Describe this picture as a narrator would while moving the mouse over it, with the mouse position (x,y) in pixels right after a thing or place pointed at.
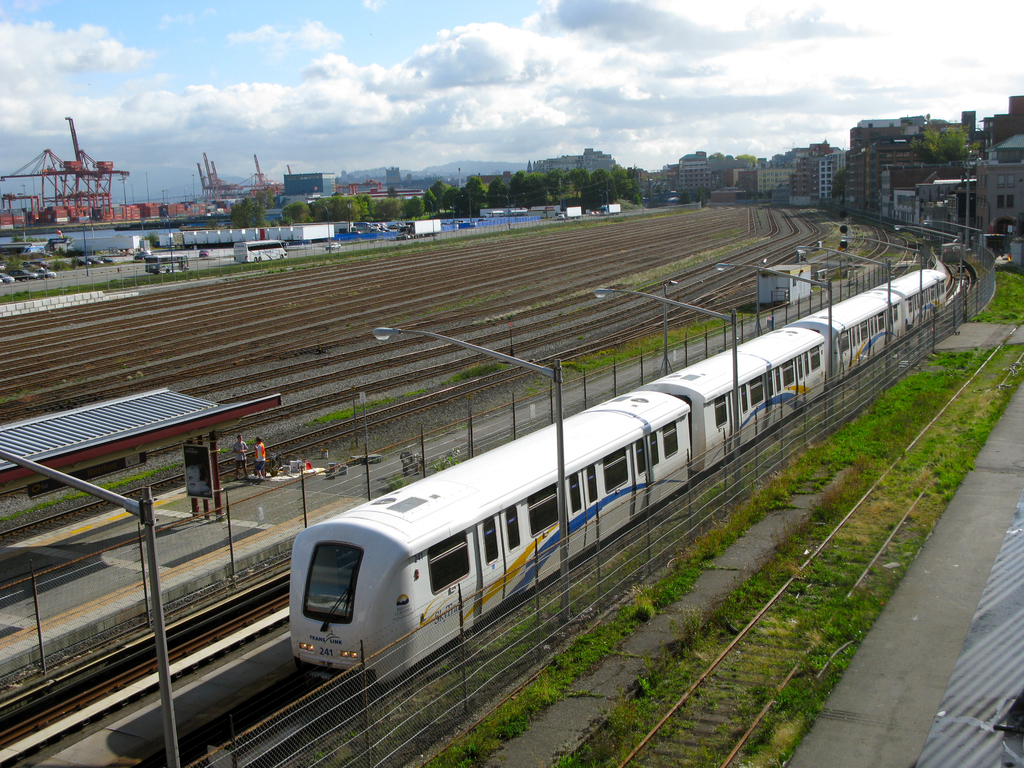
It is railway station (697,284) and a train (483,482) is moving on the track (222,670), there is a platform (81,561) beside the first track (270,605) and on the right side (1011,348) there is an empty railway track (970,378) and there is a lot of grass (873,610) grows around that track (729,682), in the background (908,177) there are plenty of houses (730,157), apartment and buildings (592,160) and trees (578,179).
